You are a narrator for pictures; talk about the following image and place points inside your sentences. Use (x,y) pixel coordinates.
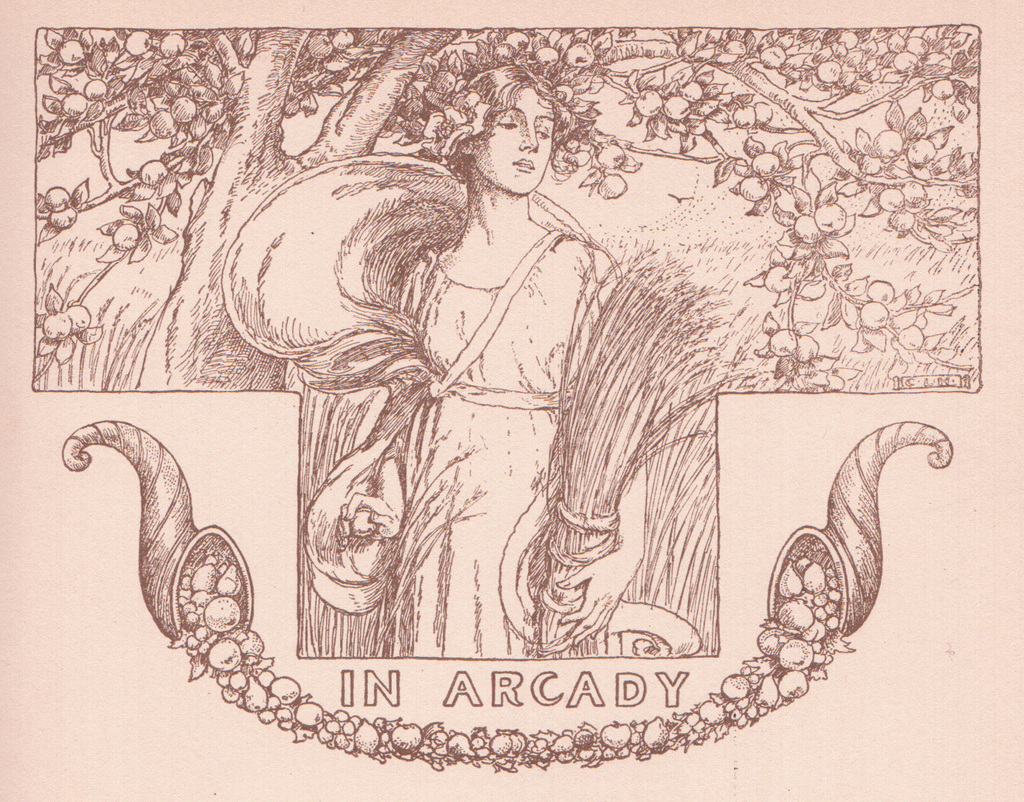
In this image we can see drawing (446,166) of a lady (393,232). Also there is a tree (352,133). And something is written on the image.
